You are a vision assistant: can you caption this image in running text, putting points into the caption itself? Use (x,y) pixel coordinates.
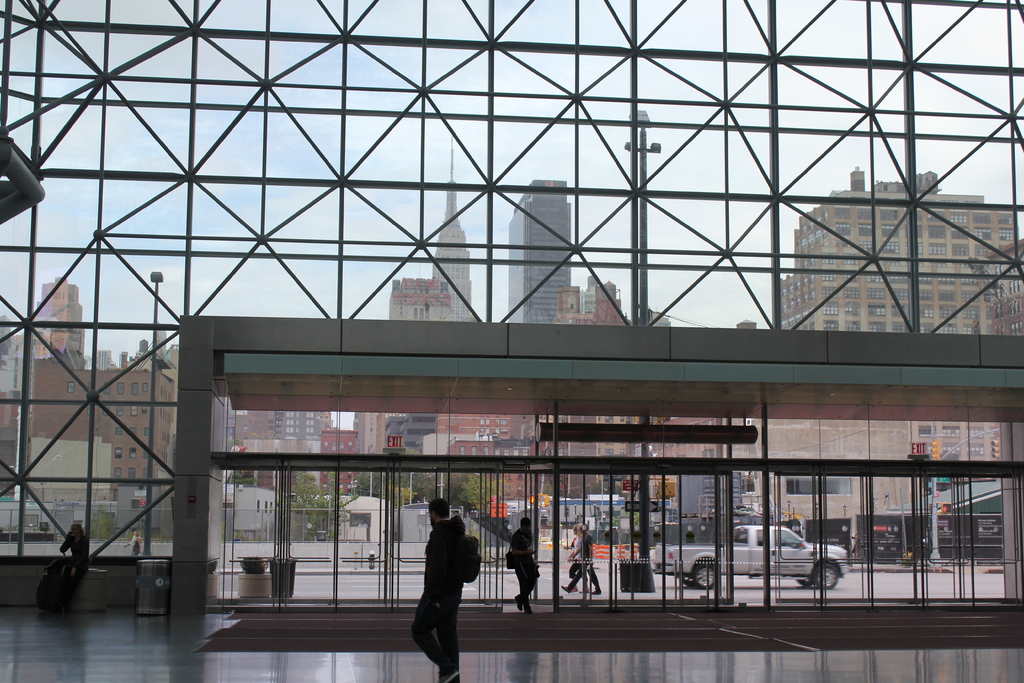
In this picture we can see few buildings (736,452), trees (342,491) and group of people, on the right side of the image (996,455) we can see traffic lights (996,441) and a car (785,570).
